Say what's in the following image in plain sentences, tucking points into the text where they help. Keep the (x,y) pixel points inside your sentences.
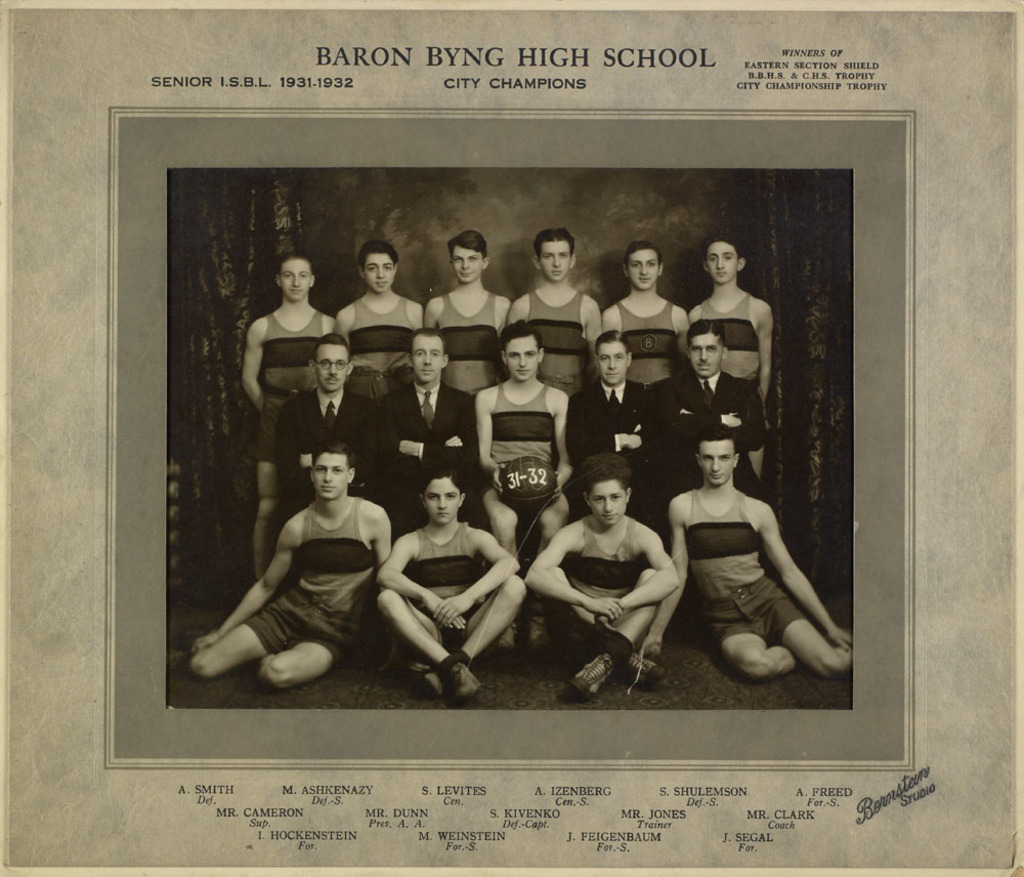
It is a poster (612,633). In this poster (451,757), we can see a photograph (351,496). In that we can see a group of people (756,618). Few are sitting and standing. Here a person (508,426) is holding a ball (520,479). Background (808,247) we can see a curtains (796,251). At the top (540,89) and bottom of the image (264,815), we can see some text (526,80).
